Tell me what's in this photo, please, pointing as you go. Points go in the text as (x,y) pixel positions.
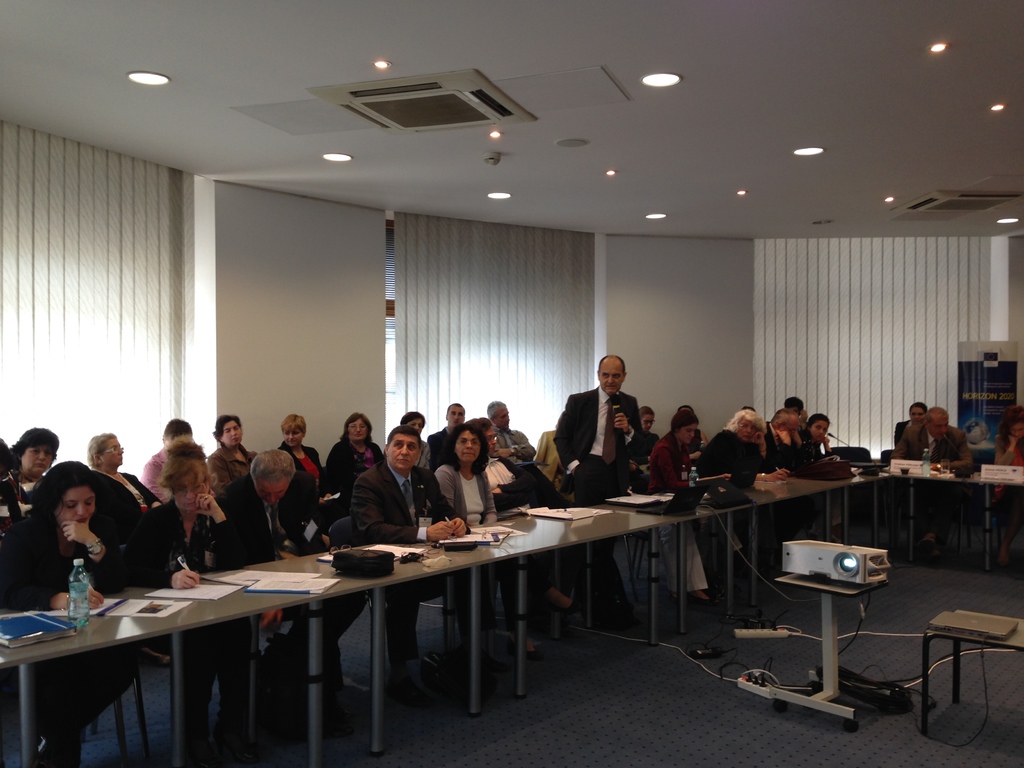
At the top (429,113) we can see central AC (419,116), ceiling (734,90) and lights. Here we can see window (179,340) with curtains (495,320). We can see persons (55,521) sitting on chairs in front of a table (612,514). We can see one man (583,497) standing and holding a mike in his hand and on the table (201,608) we can see bottle (69,606), book (32,632), papers (206,595), device (455,545). Here we can see projector (834,561) on a device (823,610). This is a floor (592,733).
